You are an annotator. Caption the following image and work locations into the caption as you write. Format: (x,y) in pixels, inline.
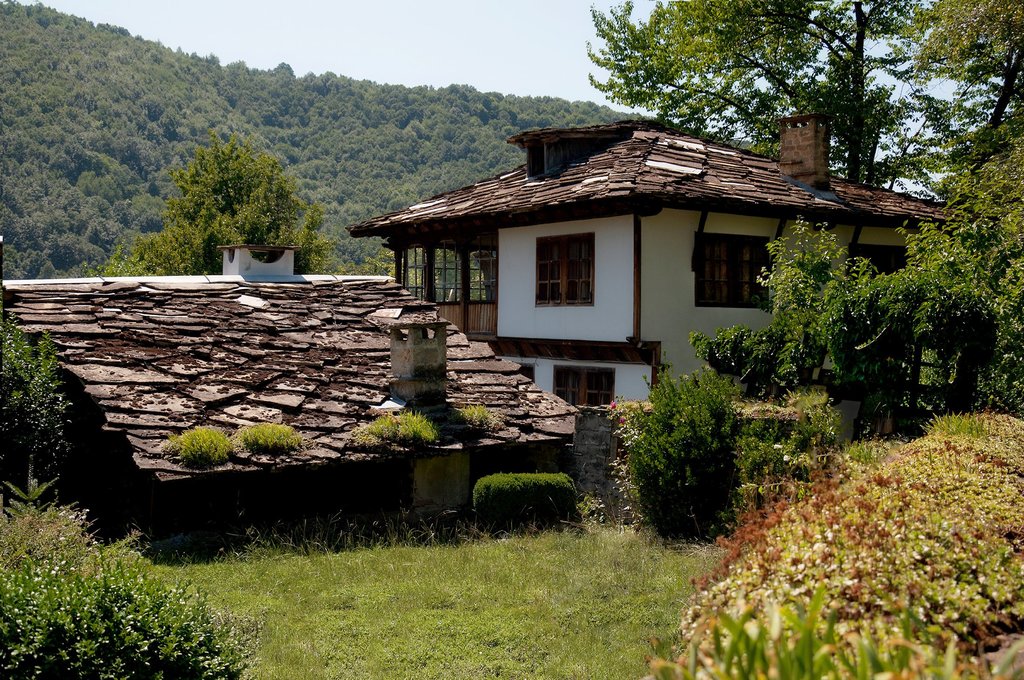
In this image there is grass (478,577), plants (814,519), houses (800,169), trees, sky (415,39).
